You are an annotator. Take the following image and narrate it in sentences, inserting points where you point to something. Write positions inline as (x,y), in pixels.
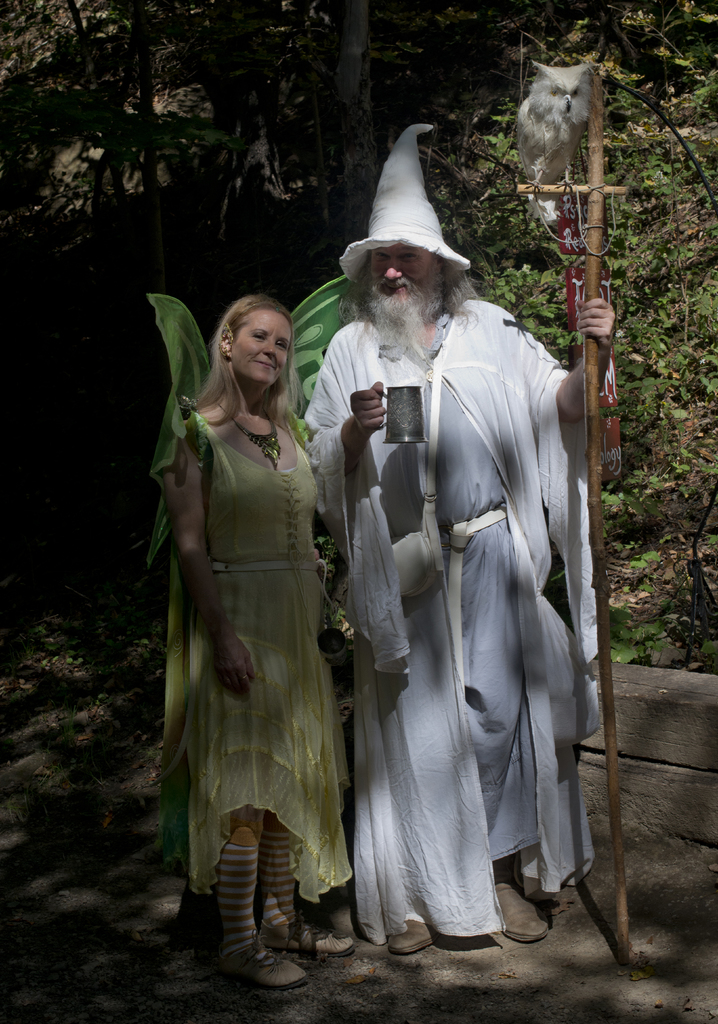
In the image there is a lady (263,524) with wings (166,417) on her back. Beside him there is a man (427,391) standing and holding the cup (390,416) in his hand (380,407) and there is a cap (413,232) on his head (413,264). And also he is holding the stick (595,112) with an owl (571,140) on it. Behind them there are trees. In the bottom right corner of the image (677,749) there is a small wall (686,831).
